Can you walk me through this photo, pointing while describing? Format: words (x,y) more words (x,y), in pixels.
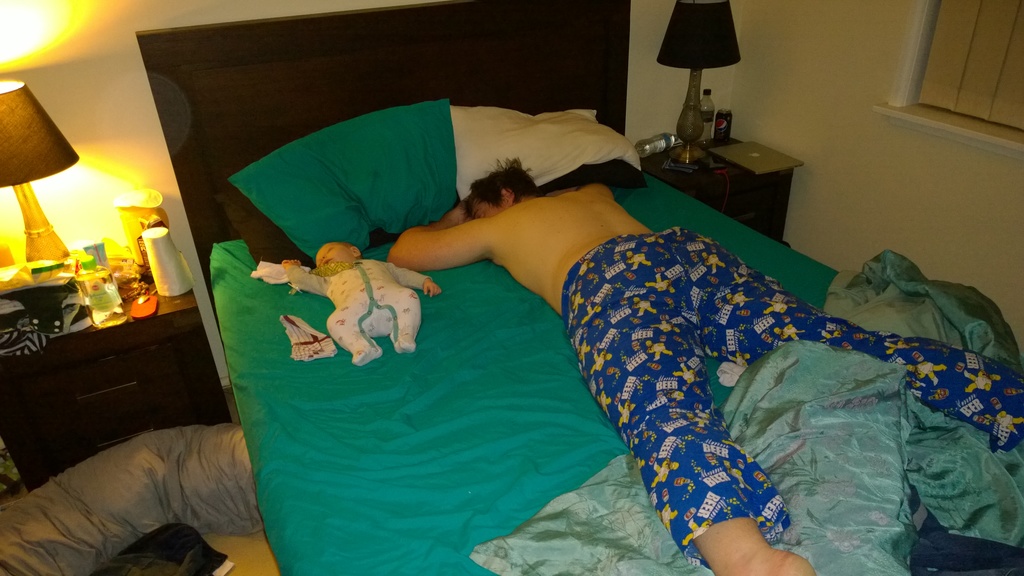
In the picture we can find a man (561,275) sleeping on the bed (472,341) with a baby (388,283). In the background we can find a table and lamp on it and some items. In the right side of picture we can find a window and a wall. On the bed (455,357) we can find some pillows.
